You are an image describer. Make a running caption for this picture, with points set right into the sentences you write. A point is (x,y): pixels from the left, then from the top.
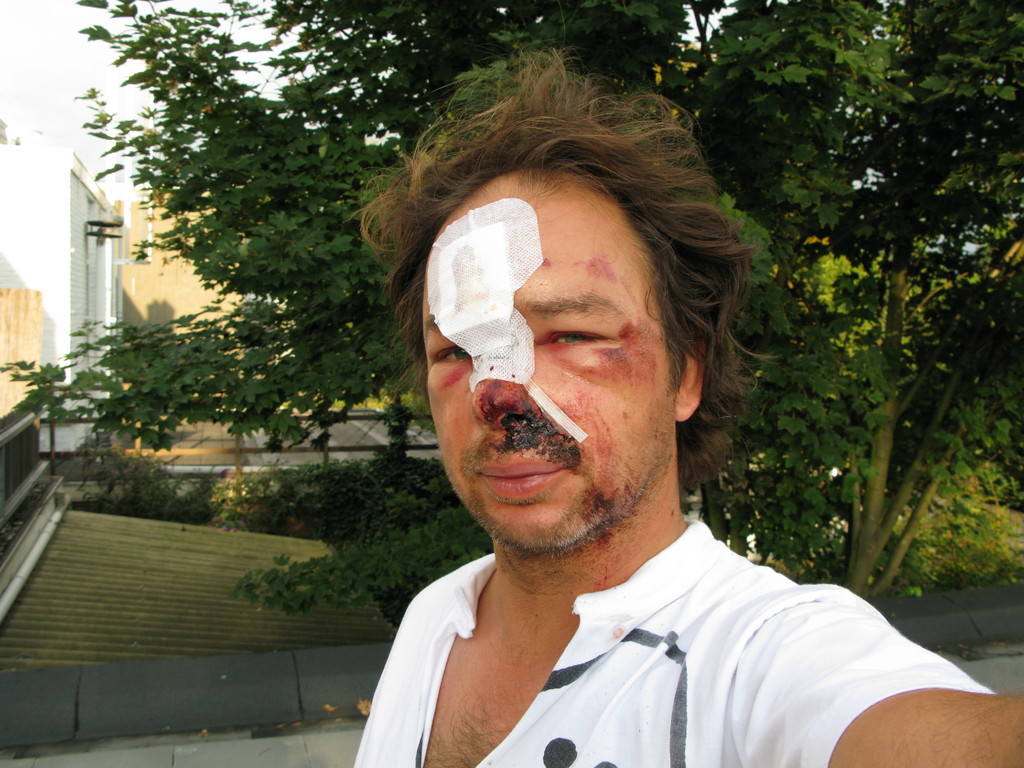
In the middle of the image (539,490) there is a man (530,681) with white t-shirt (614,601) and on his face (589,430) there is a bandage (472,308) and also there are many wounds (592,490). Behind him there are many trees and also to the left side of the image (33,214) there is a white buildings (48,184) with walls (65,312).
